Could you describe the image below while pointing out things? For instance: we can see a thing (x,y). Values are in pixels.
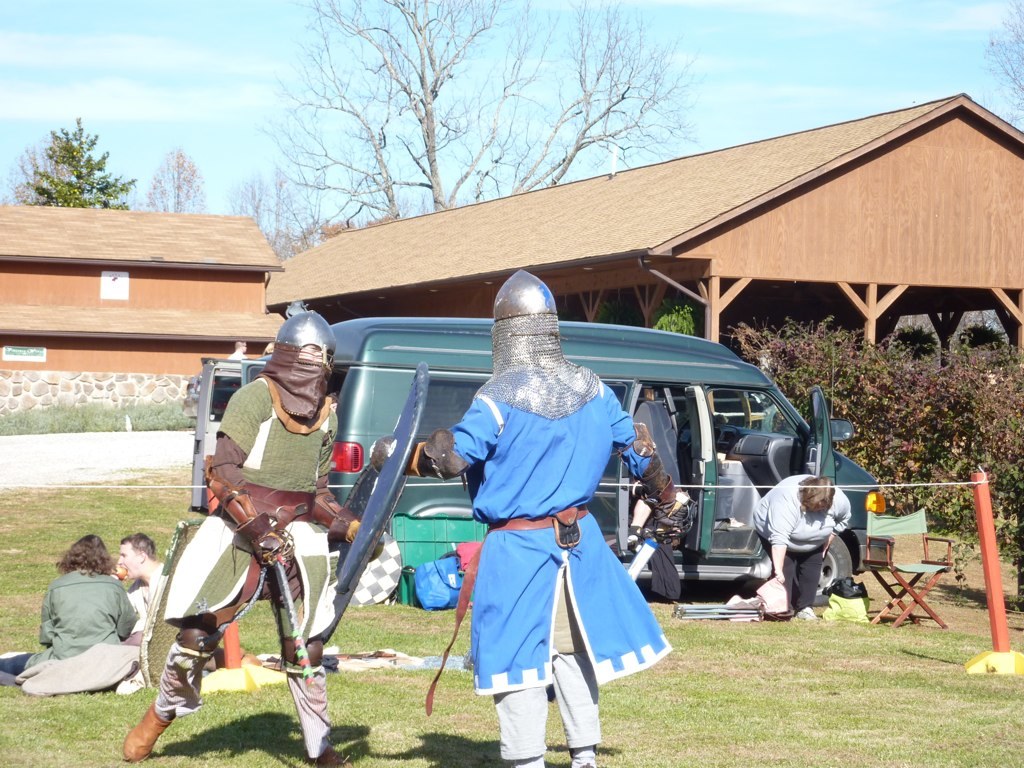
In this picture I can see couple of houses (481,216) and trees (470,141) and I can see plants (901,373) and a van (772,387) and I can see couple of them sitting on the ground (69,713) and I can see few people (769,525) are standing I can see a couple of them wearing helmets (506,330) on their heads (494,339) and holding swords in their hands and I can see grass (45,526) on the ground (692,734) and a blue cloudy sky (635,100).
